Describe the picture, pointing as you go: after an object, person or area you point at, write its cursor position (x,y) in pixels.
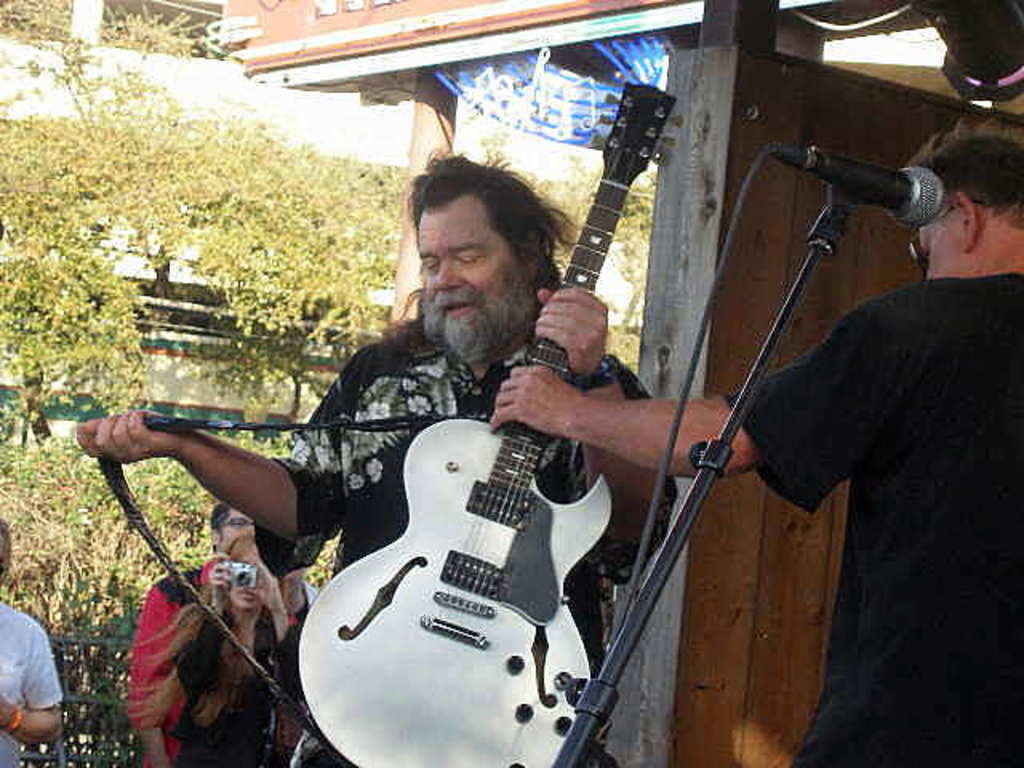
In this image I can see few people (787,449) where one is holding a guitar (541,750) and here one is holding a camera (235,586). I can also see a mic (877,179) and number of trees (16,267).
